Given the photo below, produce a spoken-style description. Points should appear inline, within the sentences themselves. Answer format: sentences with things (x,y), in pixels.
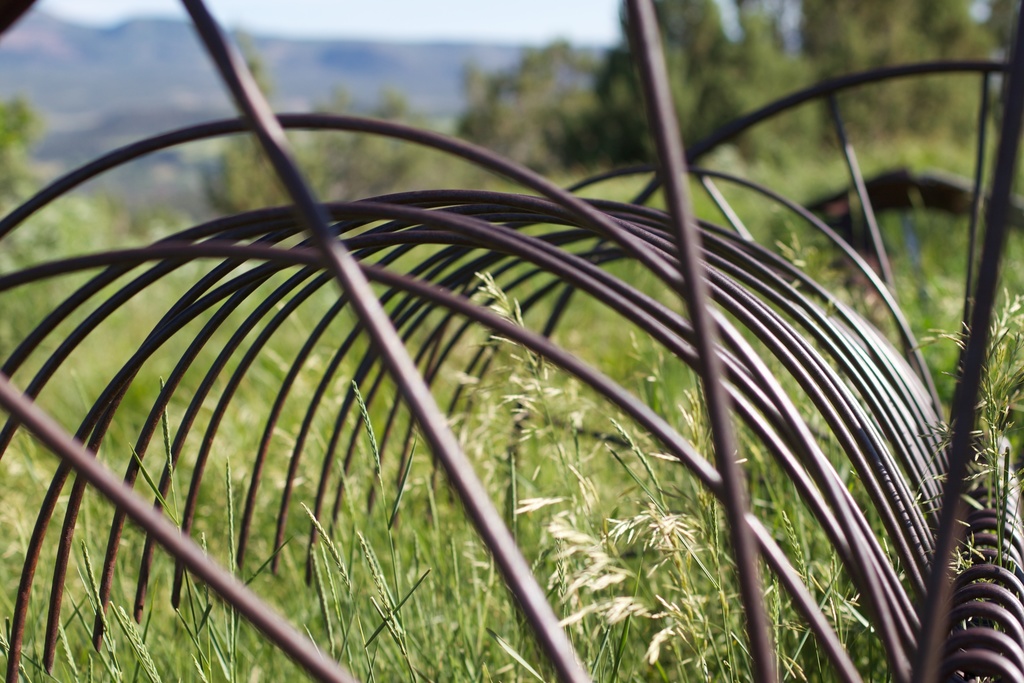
At the bottom of the image (471,563) there is grass (454,577). On the right (935,662) we can see iron rods (894,654). In the background (706,86) there are trees (339,146) and hill (272,64).
